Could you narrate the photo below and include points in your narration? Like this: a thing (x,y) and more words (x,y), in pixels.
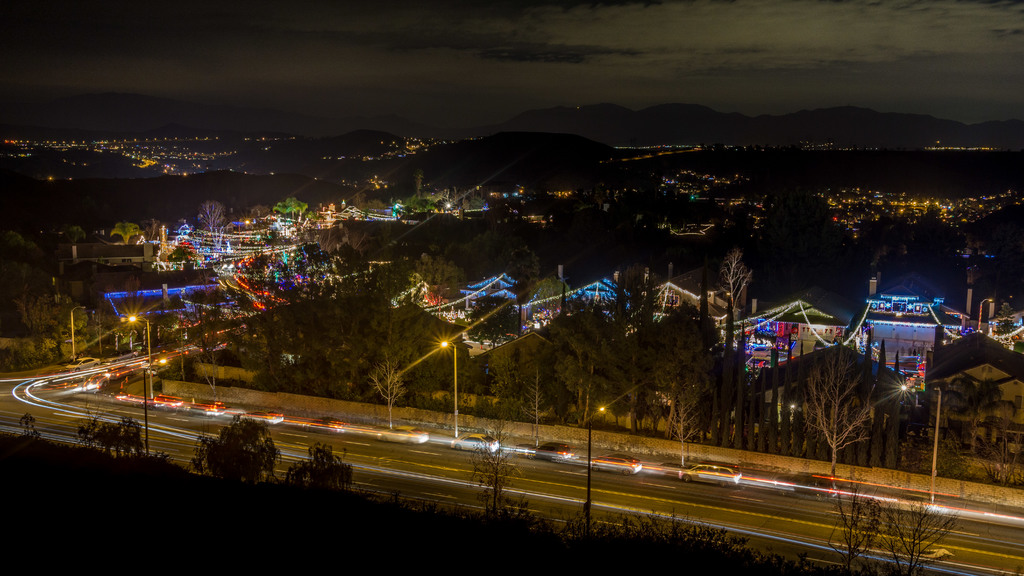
In this image, I can see the view of a city (570,232). There are trees (398,273), lights (203,241), houses (761,345), hills (599,163) and vehicles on the road (378,440). In the background (328,81), there is the sky (509,88).
